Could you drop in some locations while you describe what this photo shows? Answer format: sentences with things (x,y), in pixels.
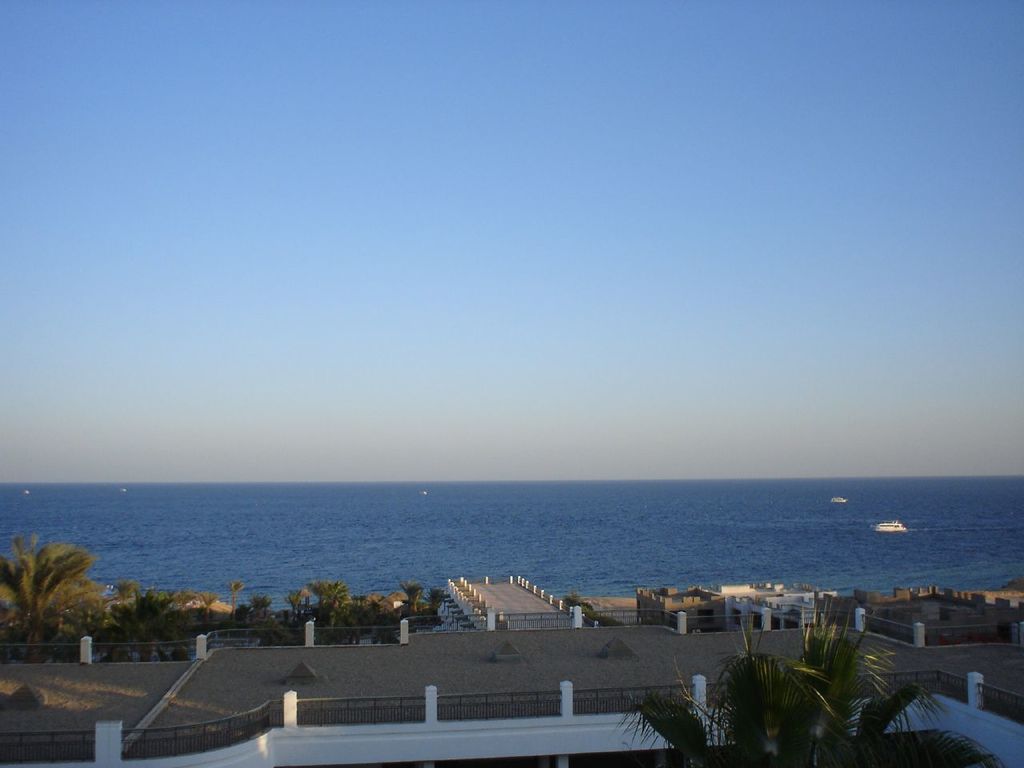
In this image there are houses (524,620), trees (315,615) and a sea (210,527), in the background (39,385) there is the sky (546,233).
